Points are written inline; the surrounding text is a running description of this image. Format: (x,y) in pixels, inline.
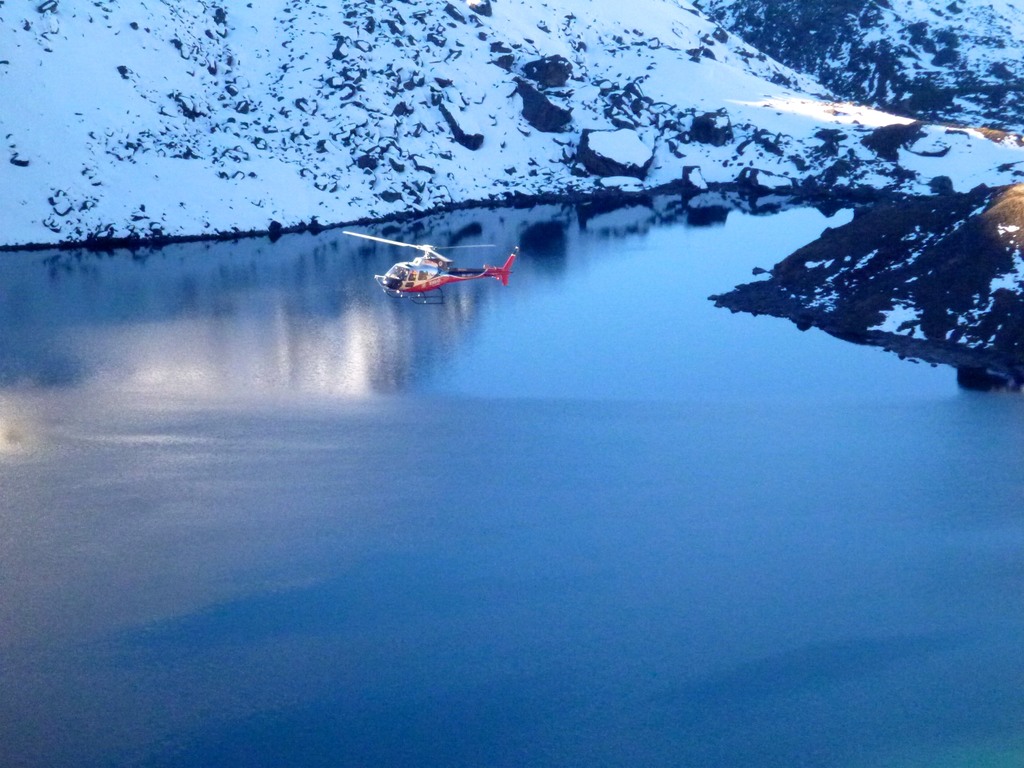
In this picture I can see a helicopter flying above the water (508,377), and in the background (554,103) there are snowy mountains (693,140).
